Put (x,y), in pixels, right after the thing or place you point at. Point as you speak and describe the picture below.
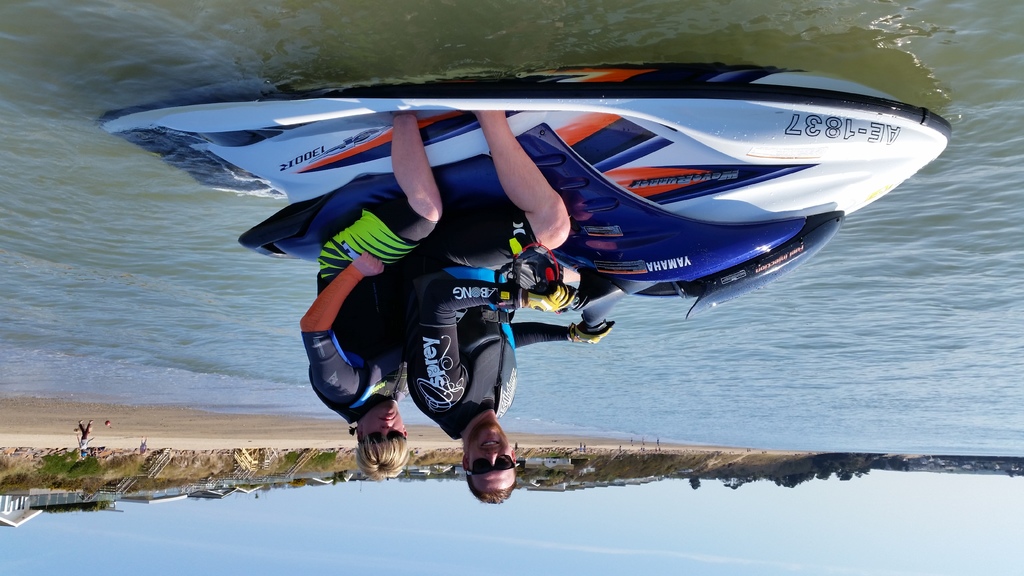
In the center of the image (598,199) we can see a boat (582,296) on the water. On the boat (545,278), we can see two persons (467,302) are sitting and they are in different costumes (526,294). At the bottom of the image (407,507), we can see the sky (470,531), buildings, few people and a few other objects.
